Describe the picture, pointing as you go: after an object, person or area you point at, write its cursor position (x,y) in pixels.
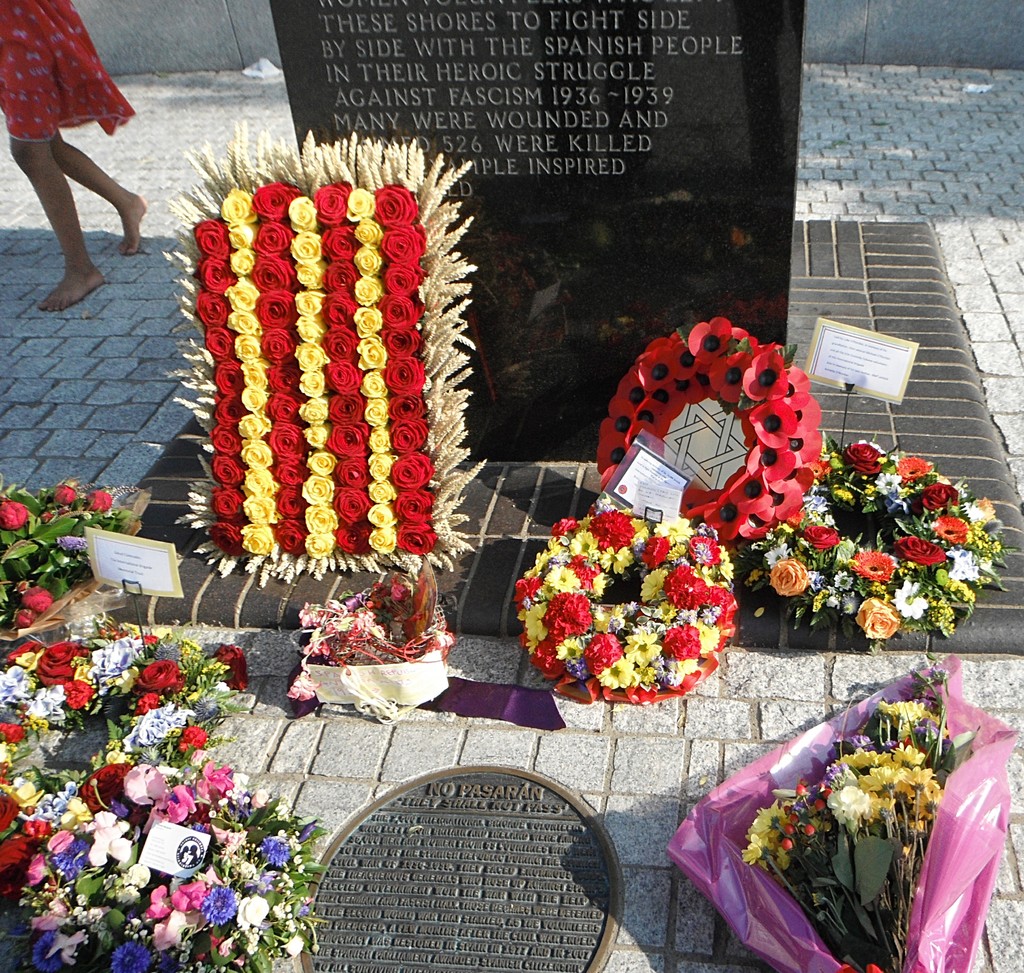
In the foreground of this image (638,533), there are few bouquets (140,793) on the ground (650,792), In the background (582,122), we can see the text (580,138) on the stone (579,109) and a girl (87,273) walking on the ground (110,297).
